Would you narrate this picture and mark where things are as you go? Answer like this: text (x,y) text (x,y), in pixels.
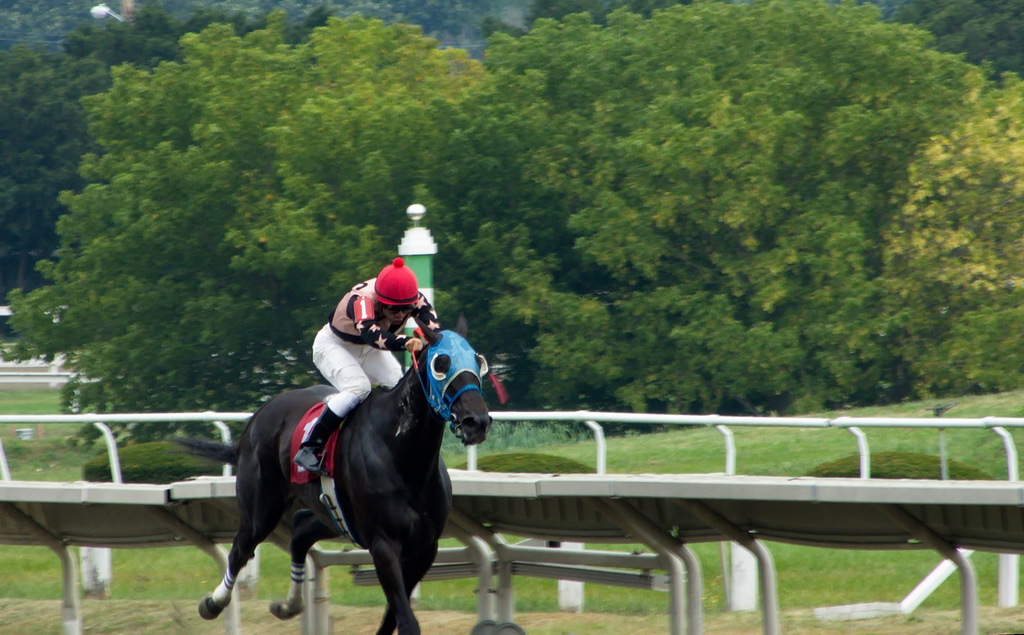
This image is taken outdoors. In the background (231,280) there are many trees (822,83) with leaves (798,193), stems (510,127) and branches (219,162). There is a fence (16,376) and there is a ground (17,440) with grass (73,457) on it. There is a pole (417,255) and there are a few plants (535,455). In the middle of the image (506,417) there is a railing (791,487). There are a few iron bars (562,558). A person (368,373) is sitting on the horse (374,465) and riding.
